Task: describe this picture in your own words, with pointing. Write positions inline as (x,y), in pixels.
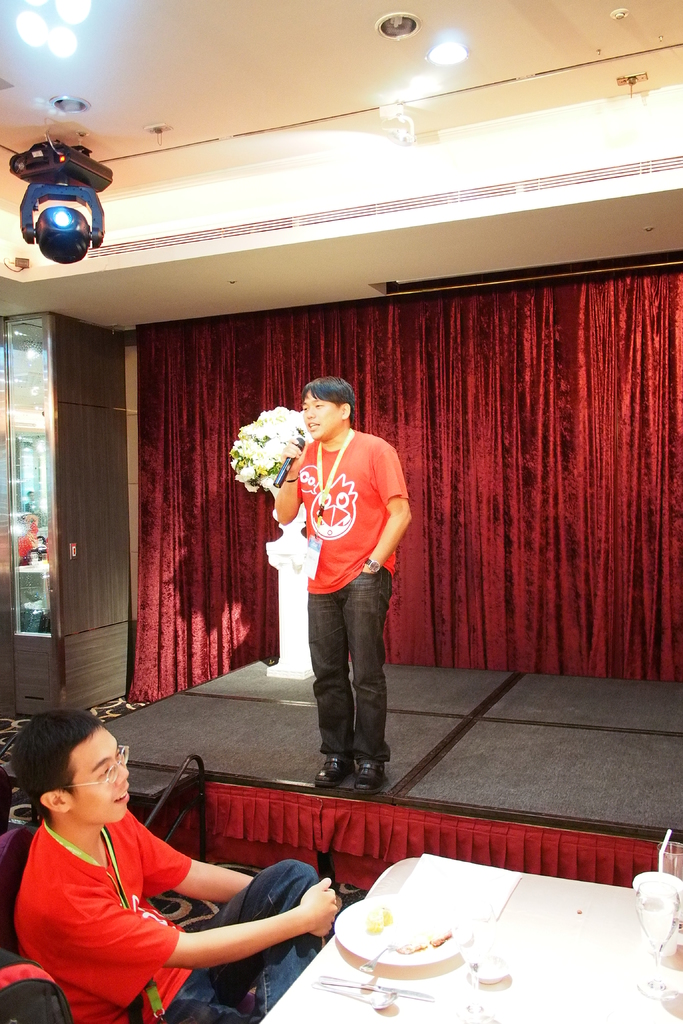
A person (139,955) is sitting wearing a red t shirt (119,917). On a white table (534,993) there is a plate (419,931) and other objects (410,993). A person (325,456) is standing wearing a red t shirt (326,523), id card (319,468) and holding a microphone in his hand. There are flowers (266,442) and curtains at the back (243,447). There are lights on the top (32,17).
